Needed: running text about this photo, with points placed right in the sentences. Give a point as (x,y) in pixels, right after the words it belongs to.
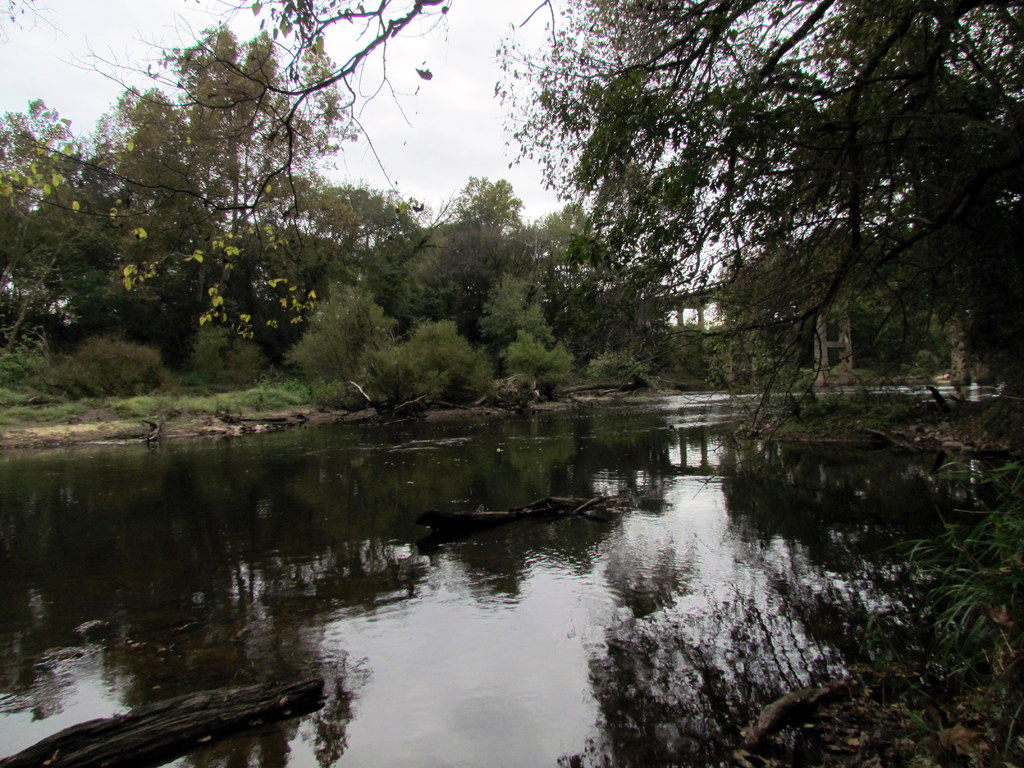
In this picture we can observe a lake (522,493). There are some plants (385,374) on the ground (46,412). In the background (535,225) there are trees (591,86) and a sky (433,138).
